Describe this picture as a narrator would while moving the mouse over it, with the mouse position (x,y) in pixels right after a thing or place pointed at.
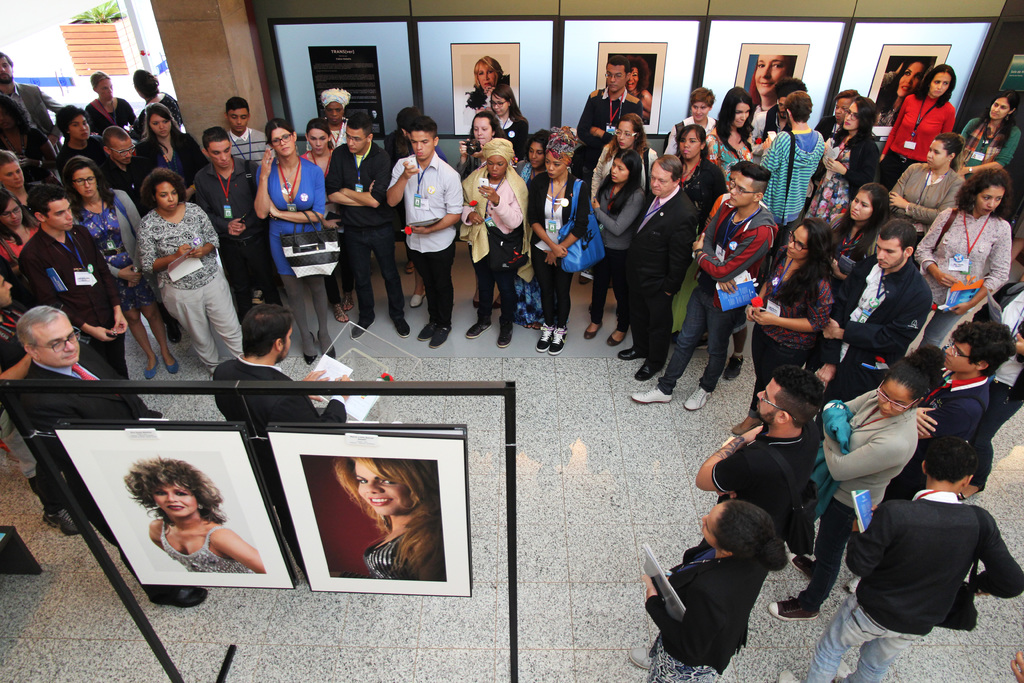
There is a person (257,360) wearing black suit (260,395) is standing and holding a paper (329,374) in his hands (312,376) and there are two photo frames (306,519) behind him and there are few people (164,194) standing in front of him.
